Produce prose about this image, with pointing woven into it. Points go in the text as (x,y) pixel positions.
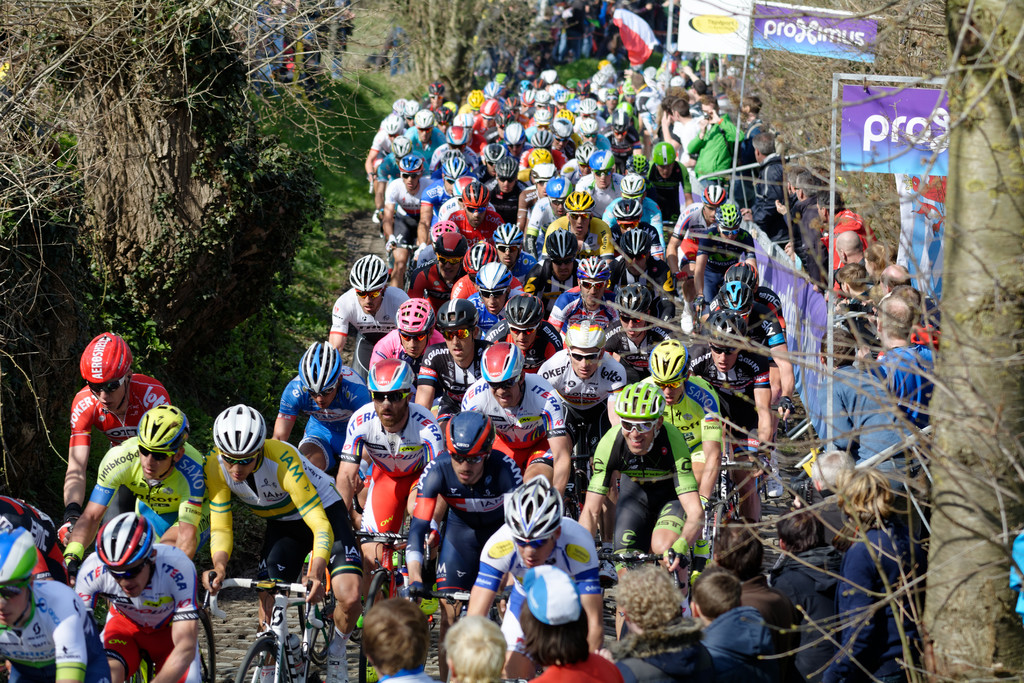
At the center of the image (558,428) there are so many people (501,319) riding a bicycle (283,612). On the right (859,187) and left side of the image (257,223) there are trees (239,286) and grass (305,309) on the ground (335,161). On the right side (712,143) there are some banners (874,122) and some people (799,230) standing.
